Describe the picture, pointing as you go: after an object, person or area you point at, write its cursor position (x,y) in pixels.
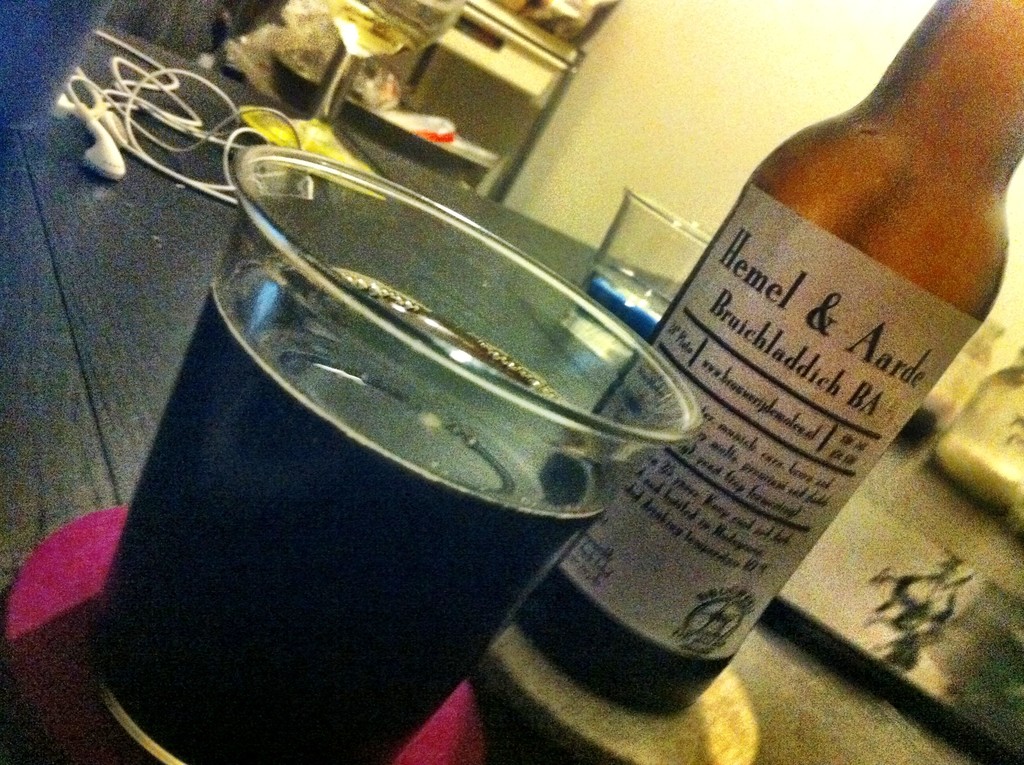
In the image there is a glass (396,383) filled with some drink (340,412), beside that there is a bottle (771,516), earphones (182,90) and other glasses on a table (61,339). In the background (591,50) there is a wall (608,40).
